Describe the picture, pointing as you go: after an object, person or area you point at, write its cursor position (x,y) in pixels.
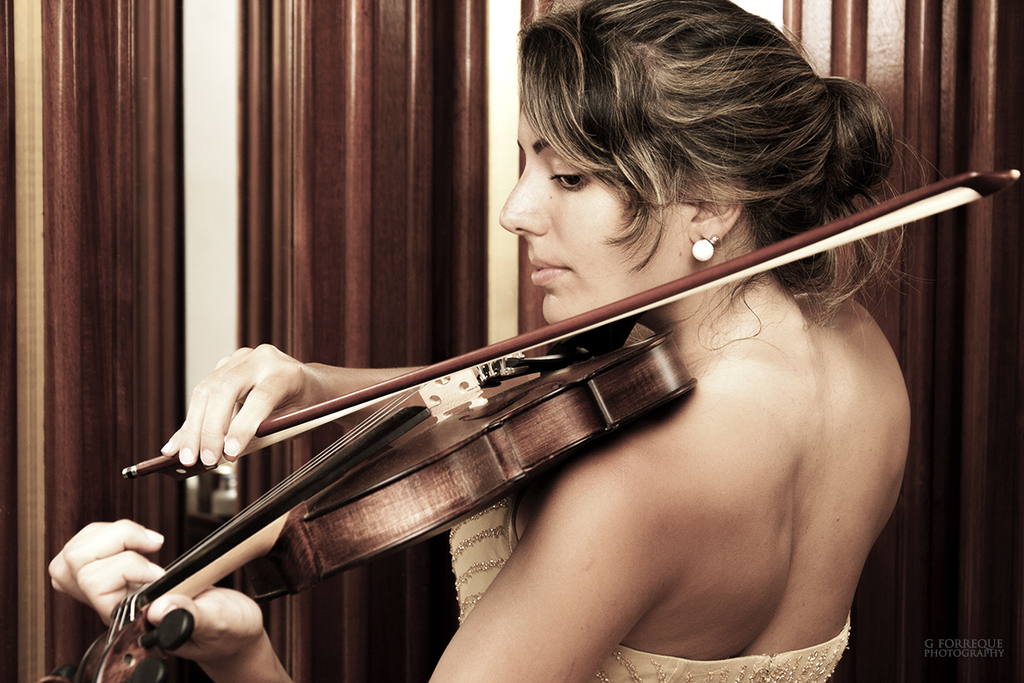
This is the woman (717,588) standing and playing violin (424,504). She wore a dress (616,677) and ear studs (700,248). At background (246,259) this looks like a wooden texture wall (265,202).
